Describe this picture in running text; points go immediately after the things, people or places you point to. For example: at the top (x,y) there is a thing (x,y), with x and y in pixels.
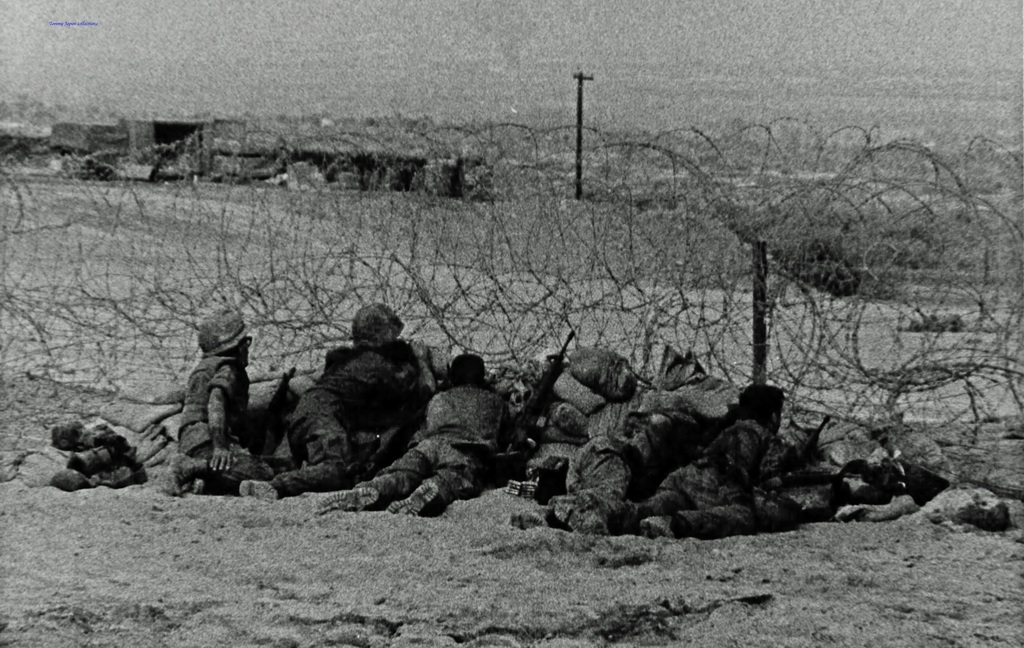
This is a black and white picture and in this picture we can see a group of people (194,468) lying on the ground (143,580), guns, bags (567,371), fence (24,312), pole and some objects (244,126) and in the background (387,106) we can see the sky (436,113).
